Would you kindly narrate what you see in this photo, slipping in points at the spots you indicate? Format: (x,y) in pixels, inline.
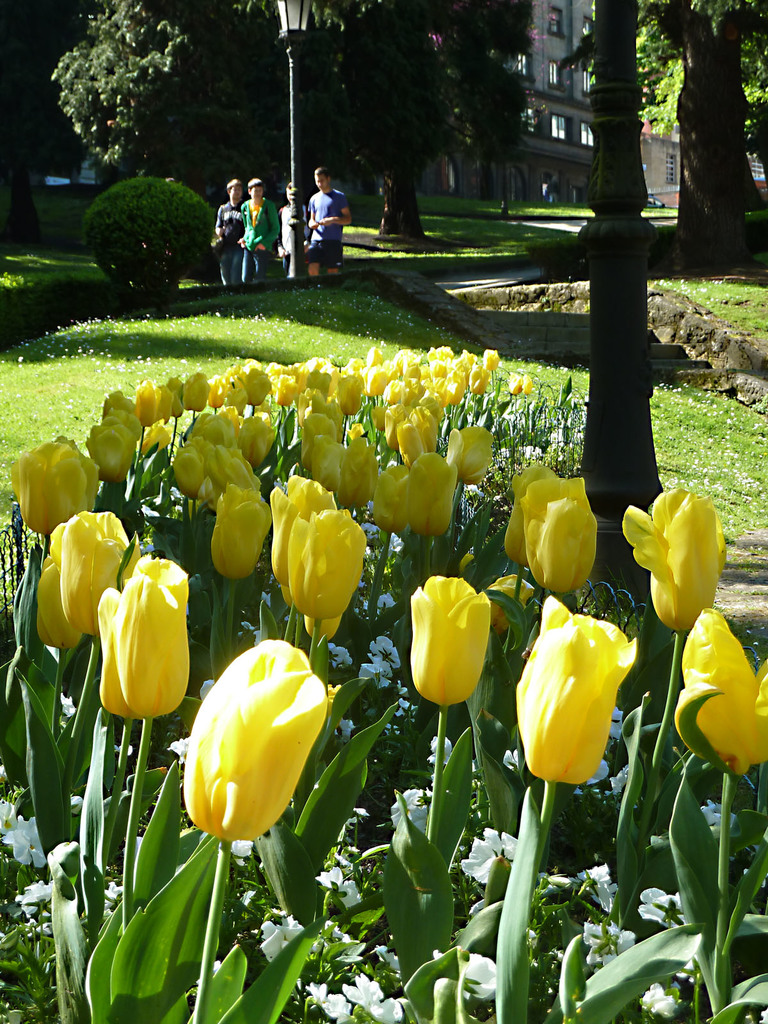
In this image I can see number of yellow colour flowers (609,679) in the front (734,750). In the background (163,204) I can see few poles (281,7), a light (305,1), a plant (178,256), shadows (360,304) on ground (459,210), few trees (480,126), a building (591,143) and few people (320,261) are standing.
